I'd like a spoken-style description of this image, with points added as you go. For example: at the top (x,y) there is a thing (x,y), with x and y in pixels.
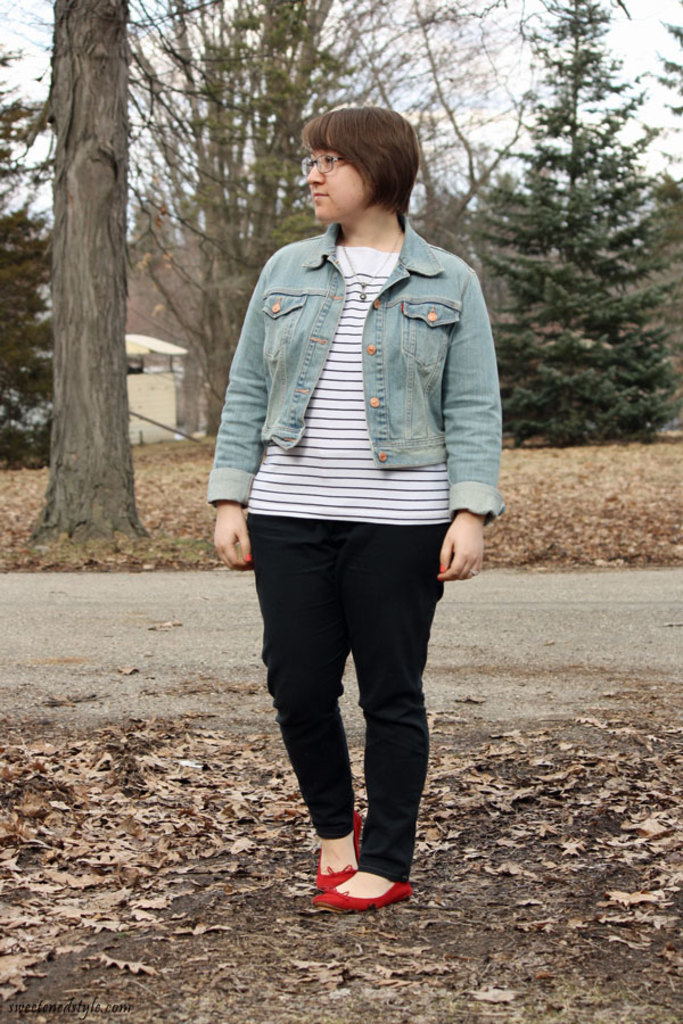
There is a lady (288,431) wearing jacket (401,381) and specs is standing. On the ground (191,774) there are dried leaves (69,759). Also there is a road (583,596). In the background (205,174) there are trees (243,72), sky (544,10) and a building (148,369).
